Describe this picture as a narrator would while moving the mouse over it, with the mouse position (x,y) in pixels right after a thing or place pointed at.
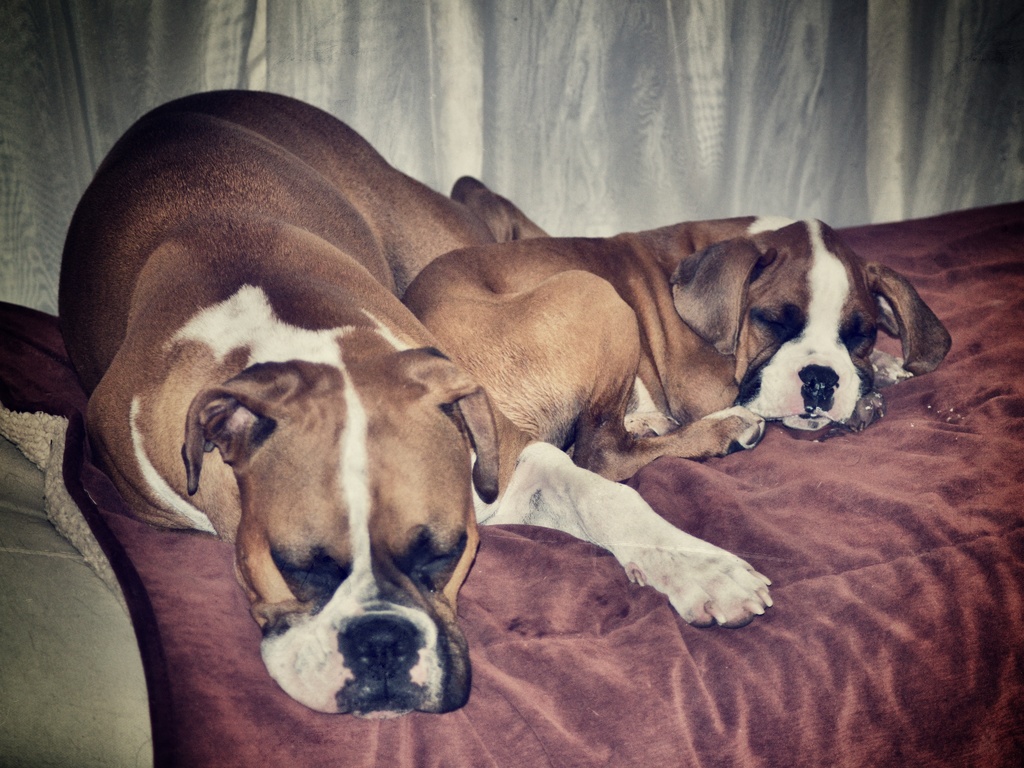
In this image I can see two dogs (278,316) which are in brown color and these dogs (713,345) are on the maroon color bed sheet (821,602). In the back (896,25) I can see the ash color curtain (592,107).
